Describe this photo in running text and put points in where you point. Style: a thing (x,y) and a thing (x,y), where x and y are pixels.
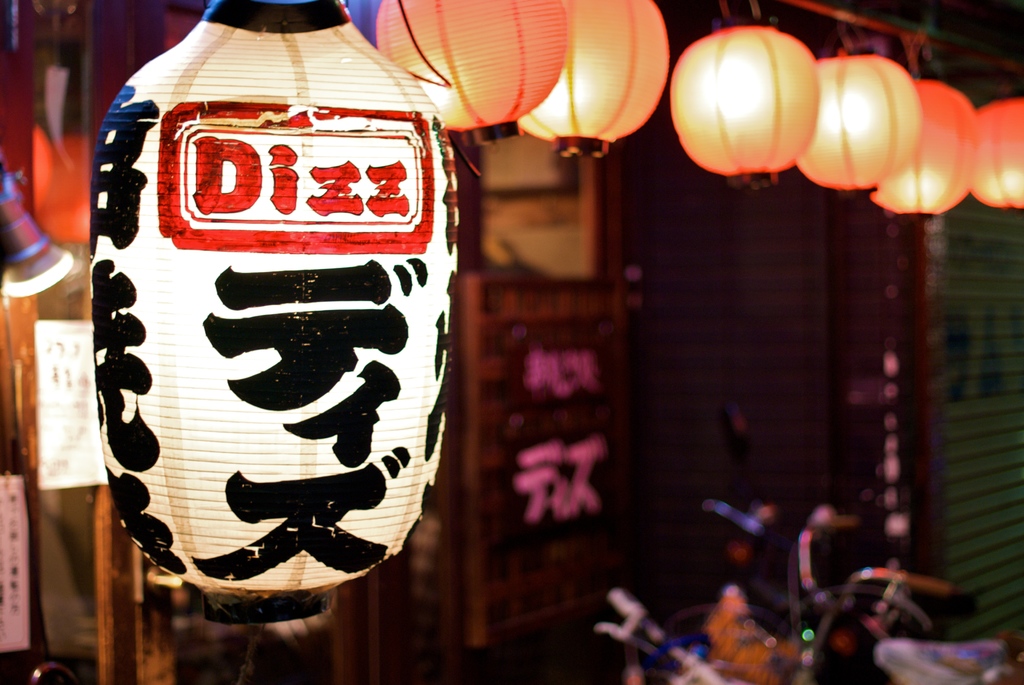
This image consists of a big light (285,359) on the left (229,377). There are so many lights (952,118) at the top (848,157).
